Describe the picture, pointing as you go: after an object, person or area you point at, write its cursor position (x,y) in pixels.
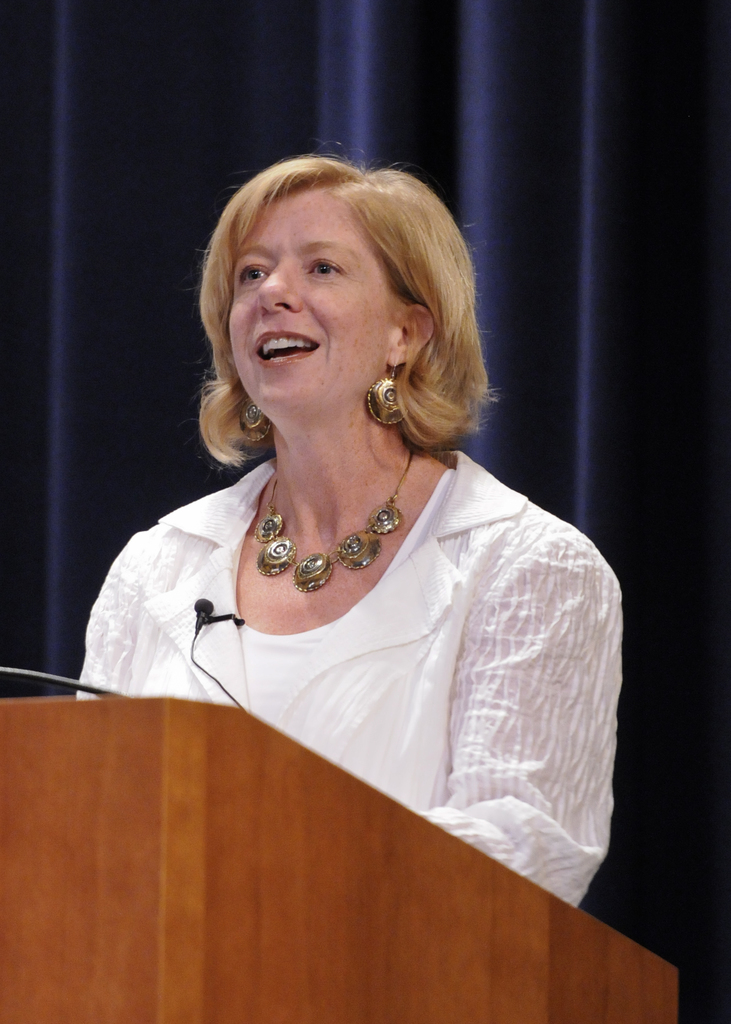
In this picture there is a woman (524,663) standing and smiling. In the foreground (56,685) there is a microphone (46,680) on the podium (60,870). At the back (54,649) there is a curtain (383,104).
